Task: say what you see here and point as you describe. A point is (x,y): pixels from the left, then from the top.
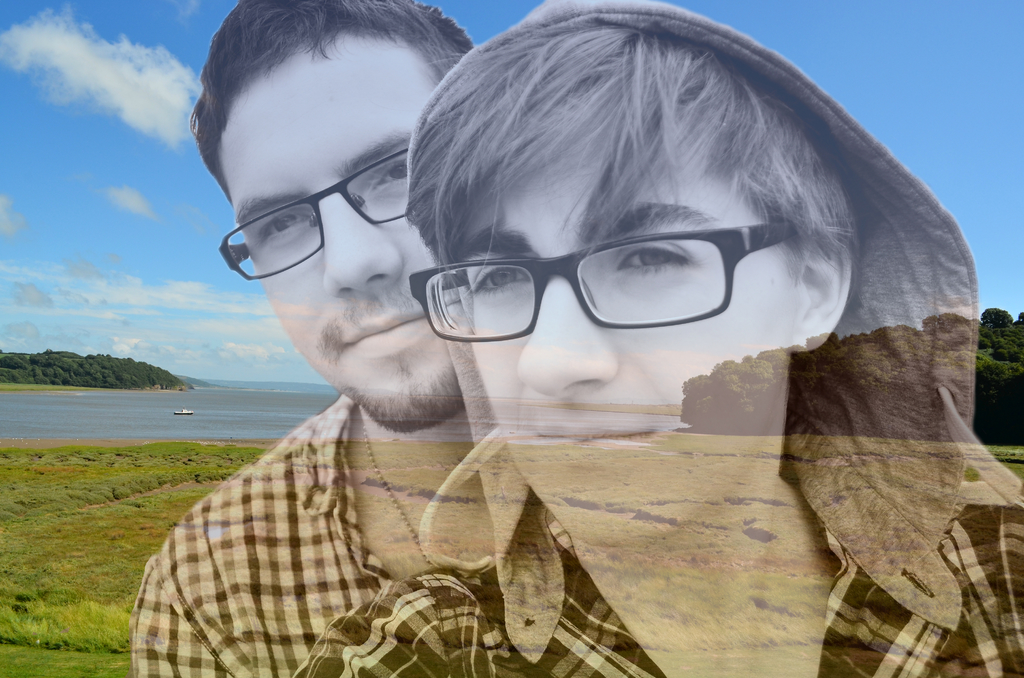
Here we can see two persons (657,455) and they wore spectacles (543,273). Here we can see grass (148,471), water (324,401), and trees (736,392). In the background (965,152) there is sky (163,61) with clouds (94,299).
